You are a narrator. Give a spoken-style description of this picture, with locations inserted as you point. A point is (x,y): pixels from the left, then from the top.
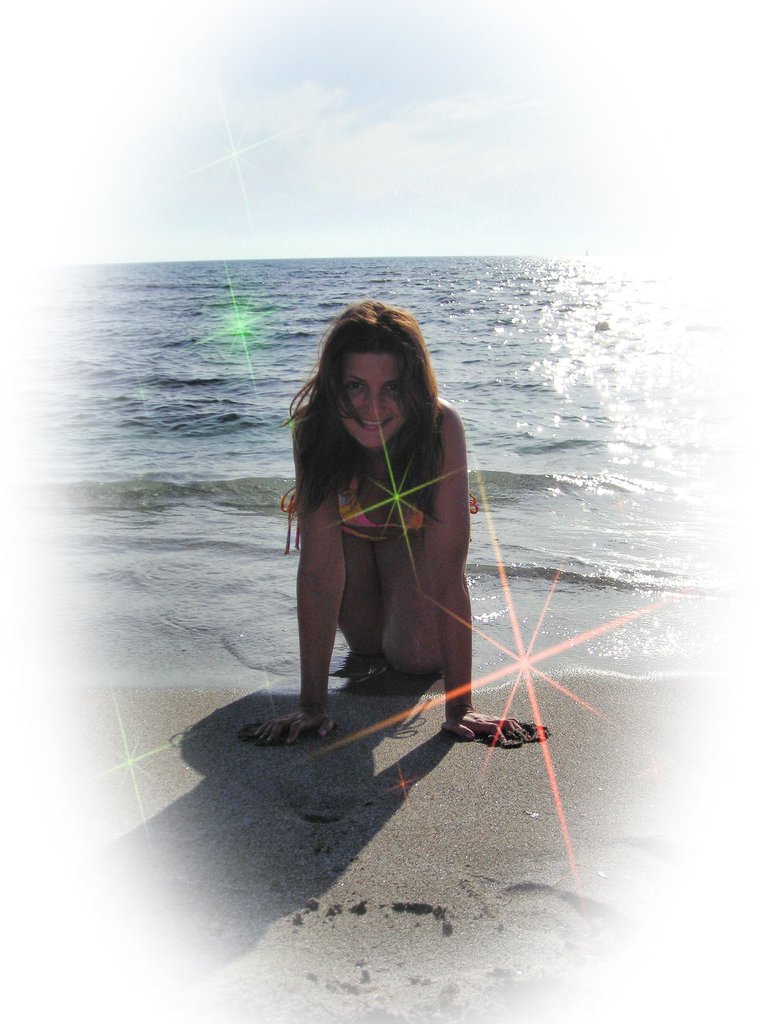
Here we can see a woman (304,629) and she is smiling. In the background (401,243) we can see water (428,337) and sky (361,122).
